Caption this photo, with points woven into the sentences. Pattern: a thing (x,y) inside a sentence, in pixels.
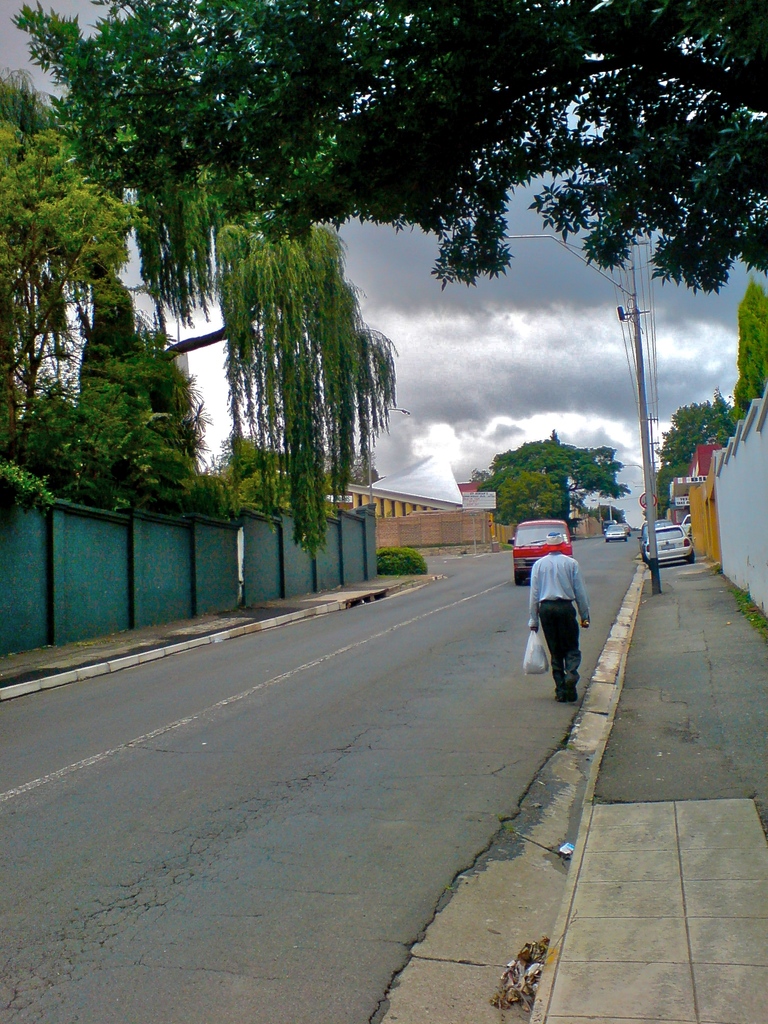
In the background (529,325) we can see clouds (619,395) in the sky (590,363). In this picture we can see compound walls (32,628), trees (697,418), poles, wires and objects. We can see a person (563,641) holding a polythene cover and walking on the road (472,734). We can see vehicles (513,542) on the road (590,642).
